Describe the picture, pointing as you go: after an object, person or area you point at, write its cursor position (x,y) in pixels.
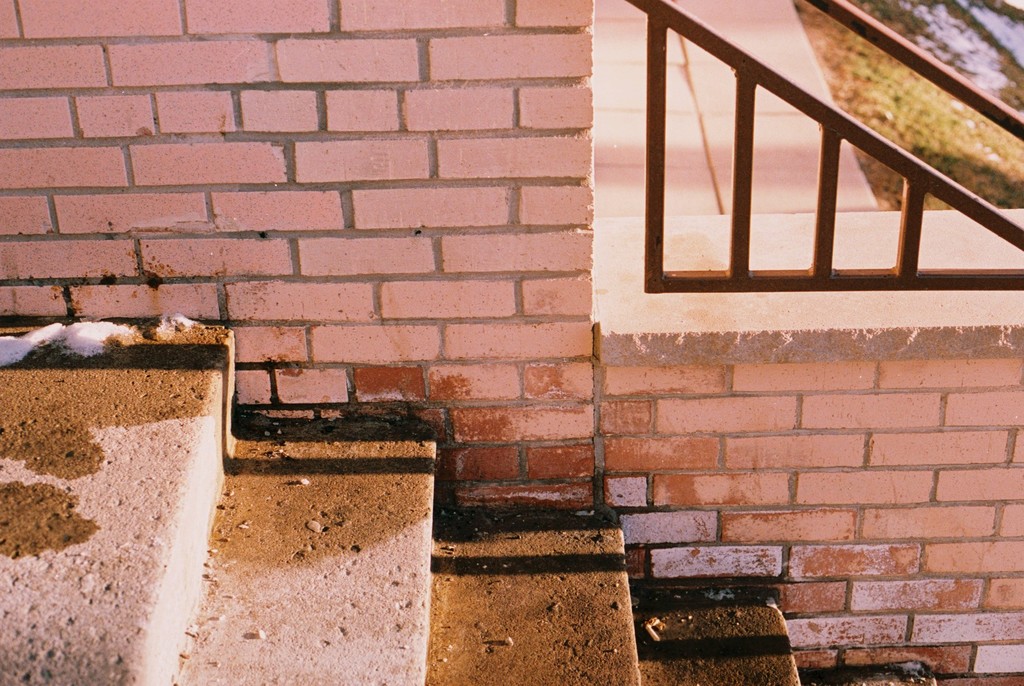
In this image we can see the brick wall (379,205), stairs (365,528) and we can also see the railing (969,287).
